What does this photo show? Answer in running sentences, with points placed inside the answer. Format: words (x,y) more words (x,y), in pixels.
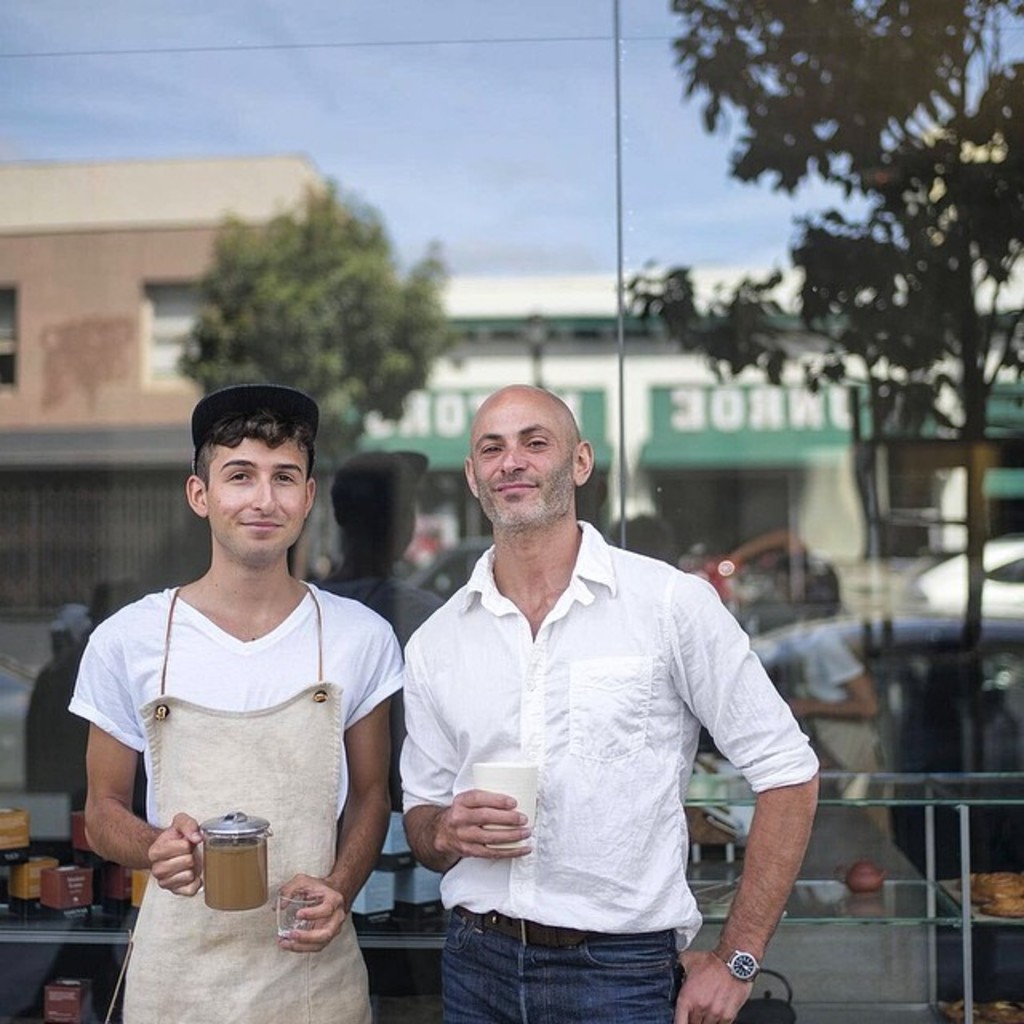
In this picture we can see two men (363,703) wearing a white shirt (363,702) standing in the front (315,720), holding the teacup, smiling and giving a pose to the camera. Behind we can see the shop (607,385) and some trees (942,343).
